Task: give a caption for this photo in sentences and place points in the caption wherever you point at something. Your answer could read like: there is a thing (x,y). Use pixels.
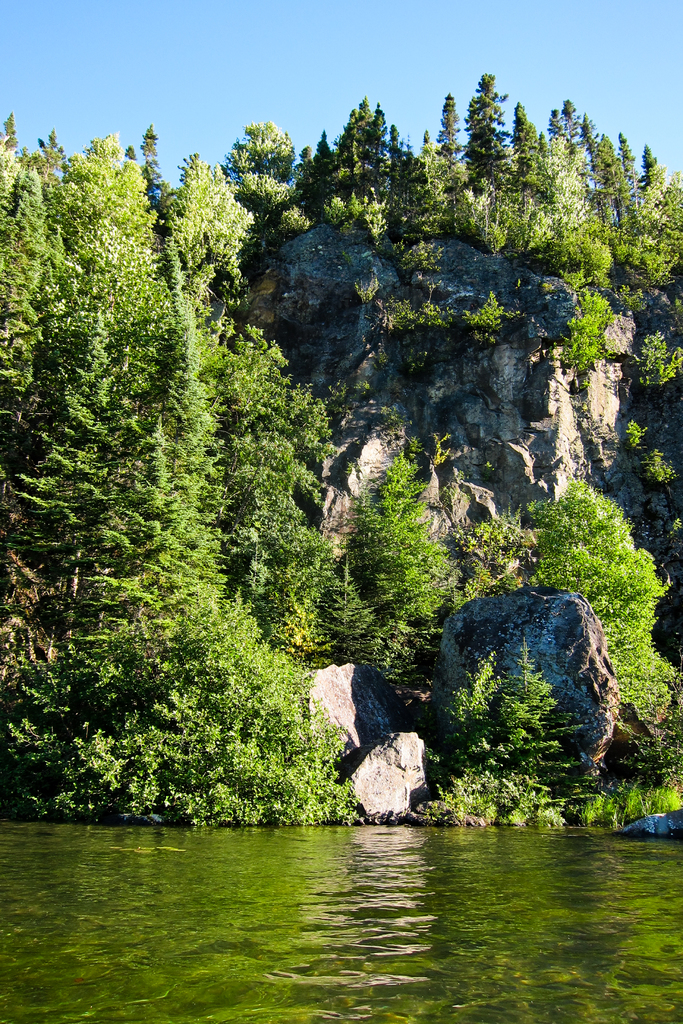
In this picture we can see the water (351,938), trees (415,171), rocks (440,295) and in the background (327,60) we can see the sky (379,66).
